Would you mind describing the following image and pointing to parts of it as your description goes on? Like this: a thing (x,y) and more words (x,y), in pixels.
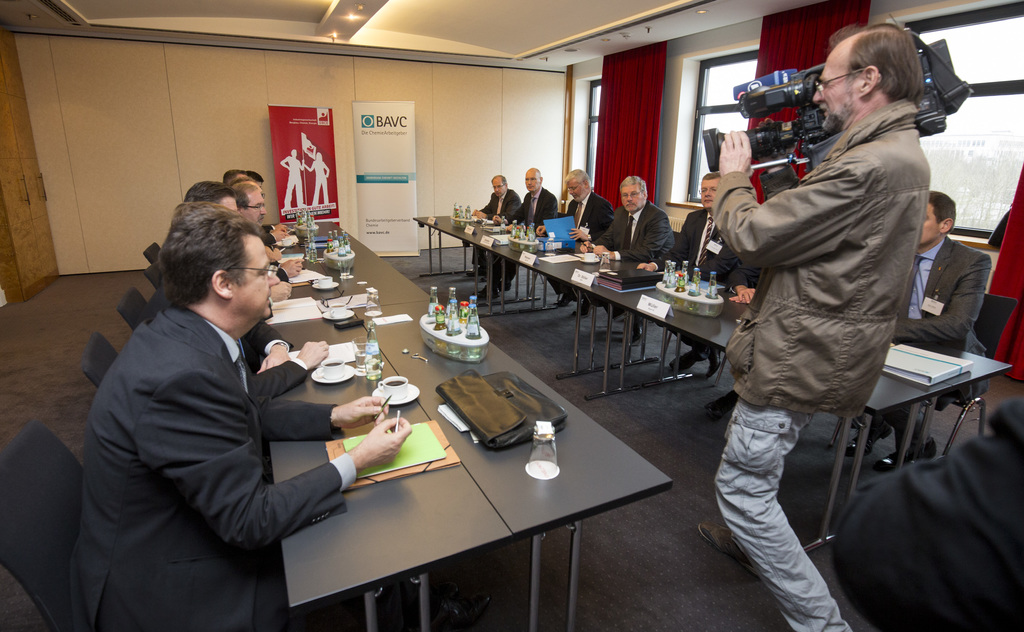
In this Image I see number of people (582,212) who are sitting on the chairs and there are tables (304,596) in front of them and I see many things (496,411) on it. I can also see a man (731,175) who is standing over here and holding a video camera (770,98), In the background (1017,100) I see the wall (216,165), banners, windows (1013,104) and the curtains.
